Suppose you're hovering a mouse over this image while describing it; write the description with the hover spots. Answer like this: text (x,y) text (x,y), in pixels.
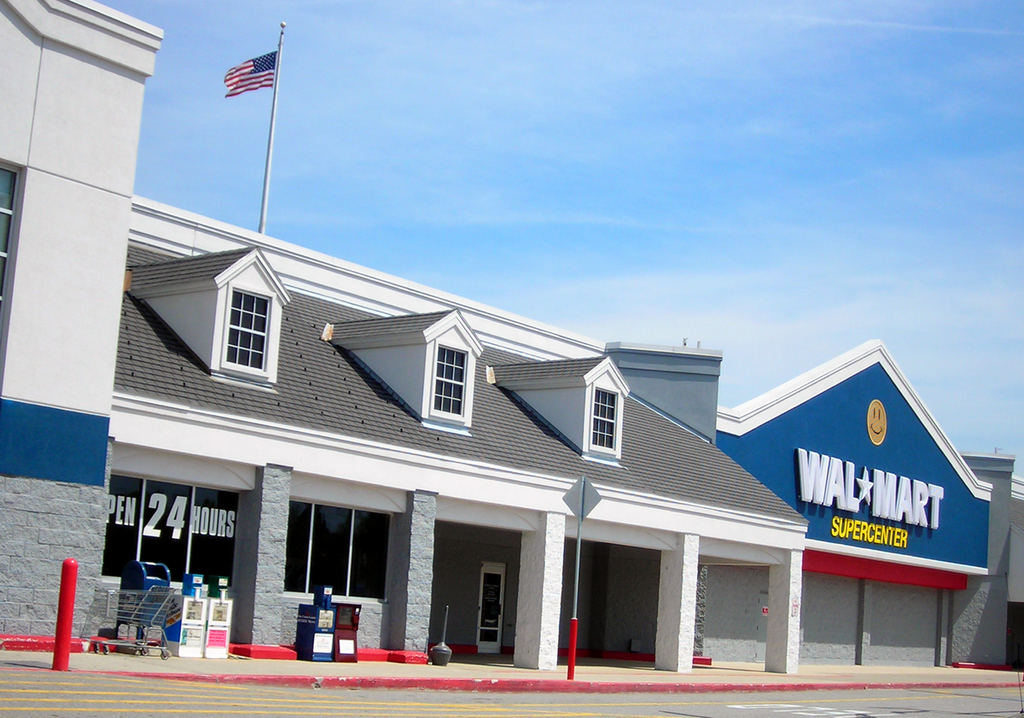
In this image, we can see a flag (271,75) on the Walmart building (548,393). There is a sign board (594,504) beside the road (618,699). There is a trolley (135,615) and trash bins (195,593) in the bottom left of the image (314,641). In the background of the image (703,296), there is a sky (786,199).
